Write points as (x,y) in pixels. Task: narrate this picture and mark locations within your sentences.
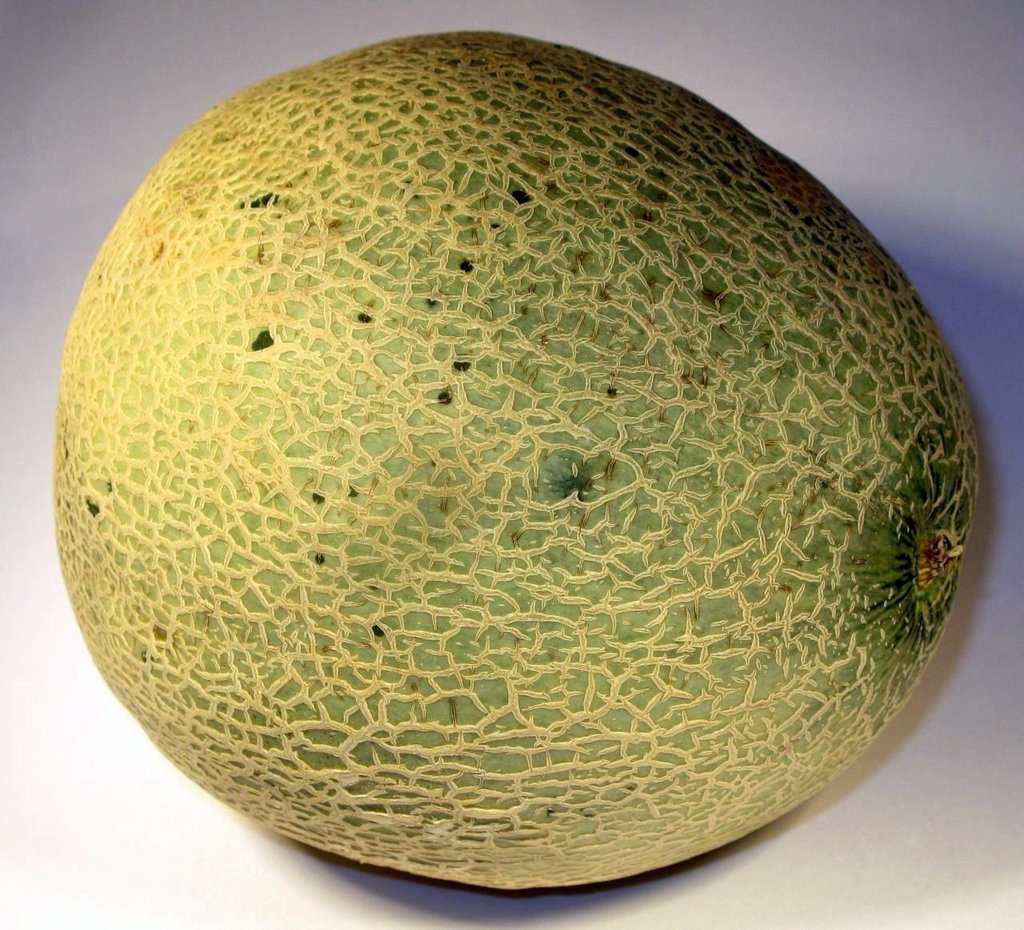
In this picture we can see a fruit (876,734) on the white surface (174,881). In the background of the image (821,165) it is white.
